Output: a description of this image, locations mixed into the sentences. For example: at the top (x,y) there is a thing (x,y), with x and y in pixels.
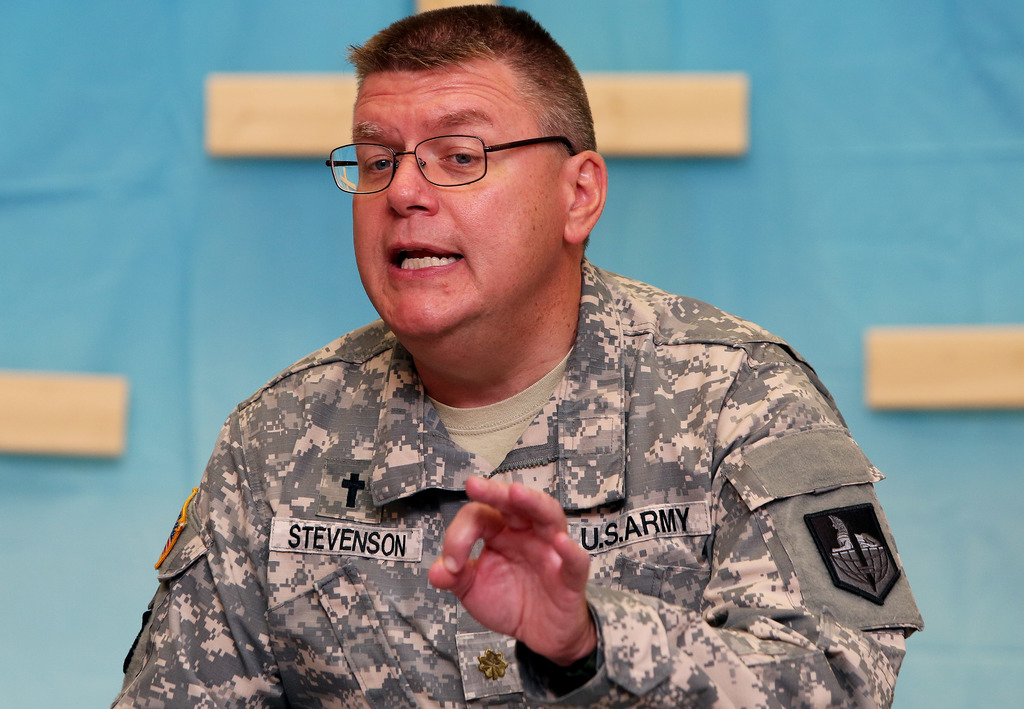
In this picture we can see a man (554,448), he wore spectacles (452,142).
